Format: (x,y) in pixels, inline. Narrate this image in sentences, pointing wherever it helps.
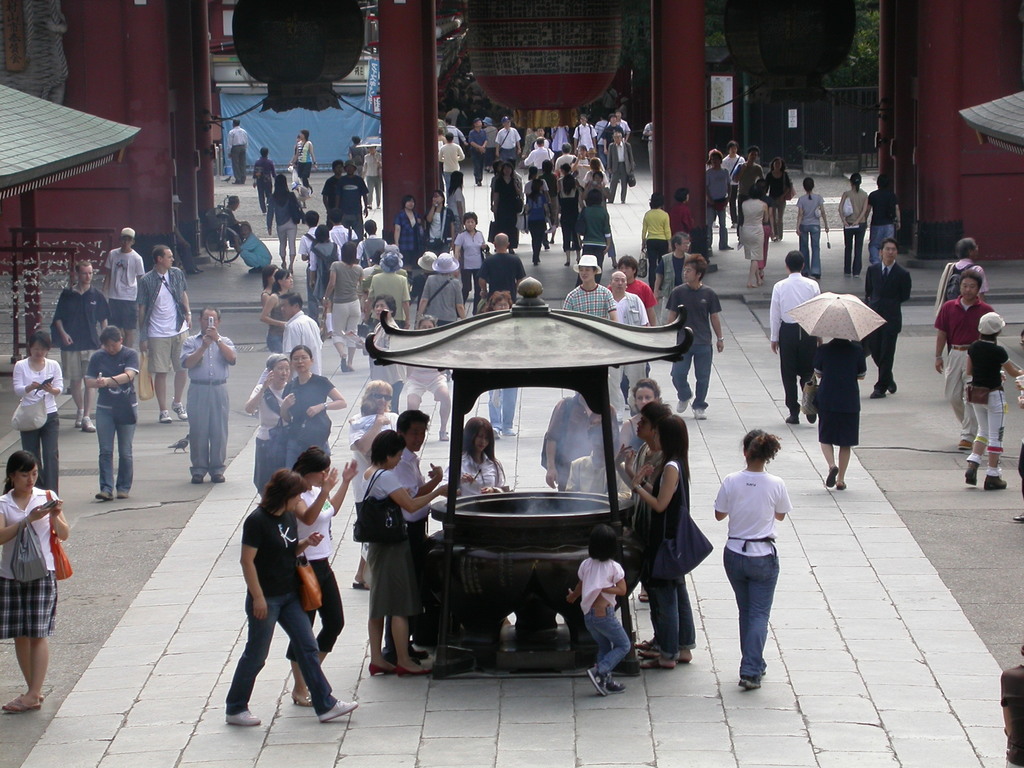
In this picture there are persons (270,414) standing and walking. In the center (524,499) there is an object (531,520) which is black in colour and on the left side (83,165) there is a tent (92,140). In the background (420,97) there are trees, there are pillars (424,154), there is a building (182,61) and there is a tent (290,133) which is blue in colour and there is a bicycle (214,233). On the right side (1003,134) there is a tent (1003,134). In the background (735,106) there are boards (728,97) which are white in colour.
